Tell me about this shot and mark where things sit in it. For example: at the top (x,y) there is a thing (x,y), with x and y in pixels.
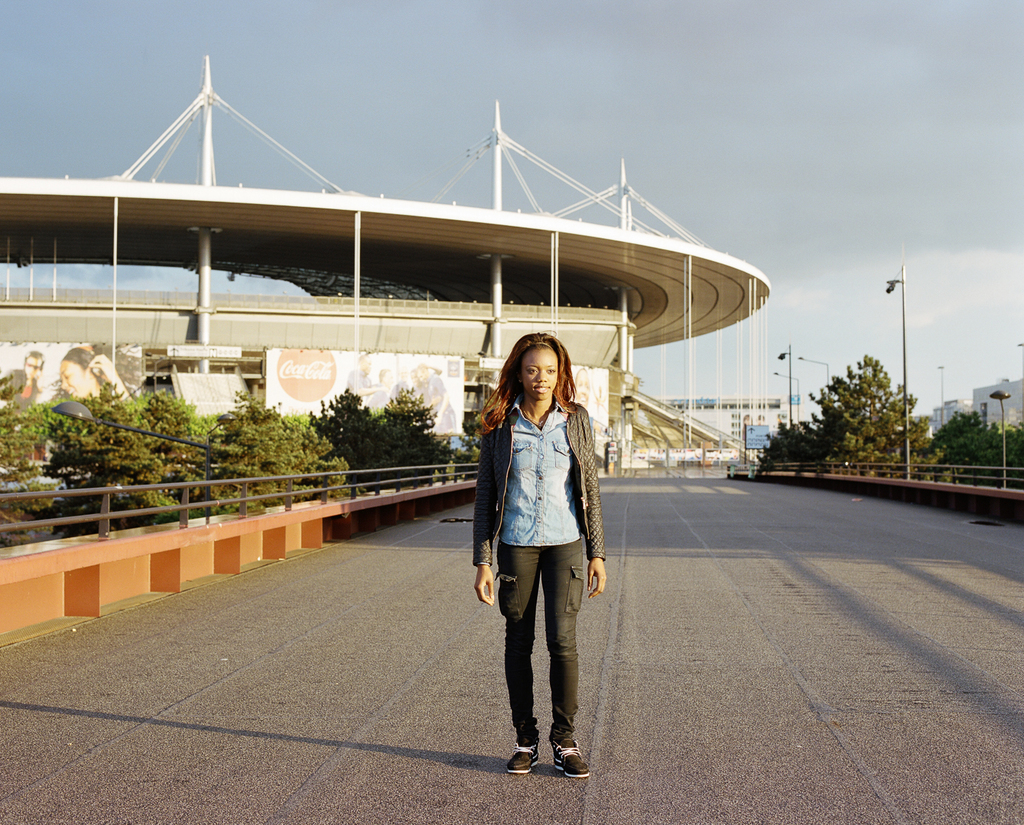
In this image, we can see a person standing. We can also see the ground (282,676). We can see some poles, trees (125,478). There are a few buildings (592,345). We can see some boards (326,390) with text (302,363) and images (433,359). We can see the fence (765,478). We can see the sky (840,266).
